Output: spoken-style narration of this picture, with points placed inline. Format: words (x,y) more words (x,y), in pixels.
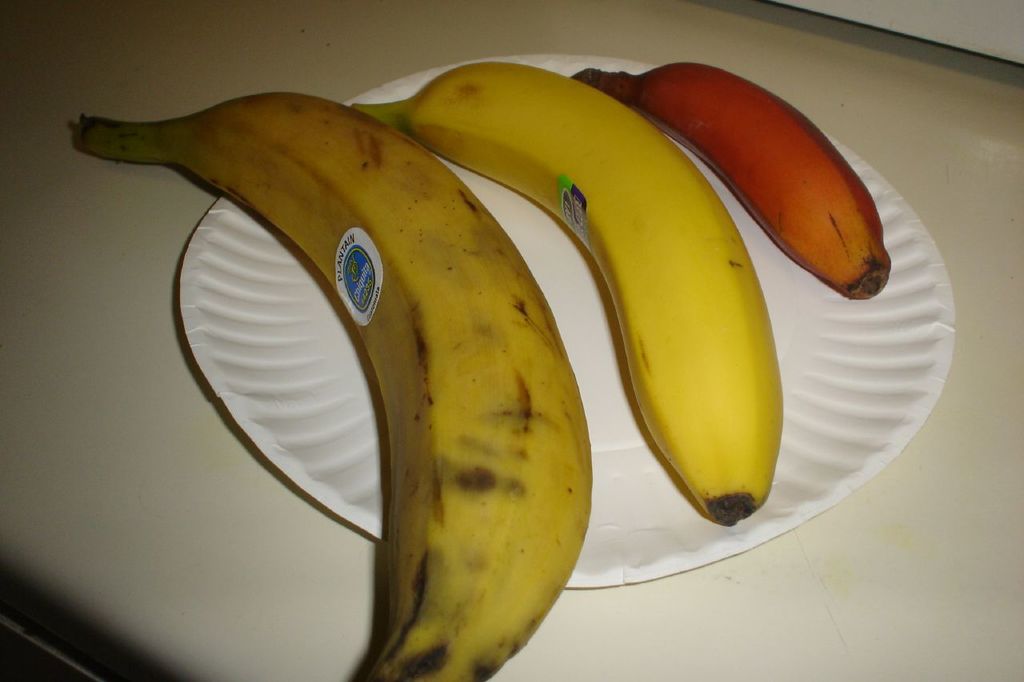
Here there are three bananas (501,278) in a paper plate (282,260) on a platform (236,500).
